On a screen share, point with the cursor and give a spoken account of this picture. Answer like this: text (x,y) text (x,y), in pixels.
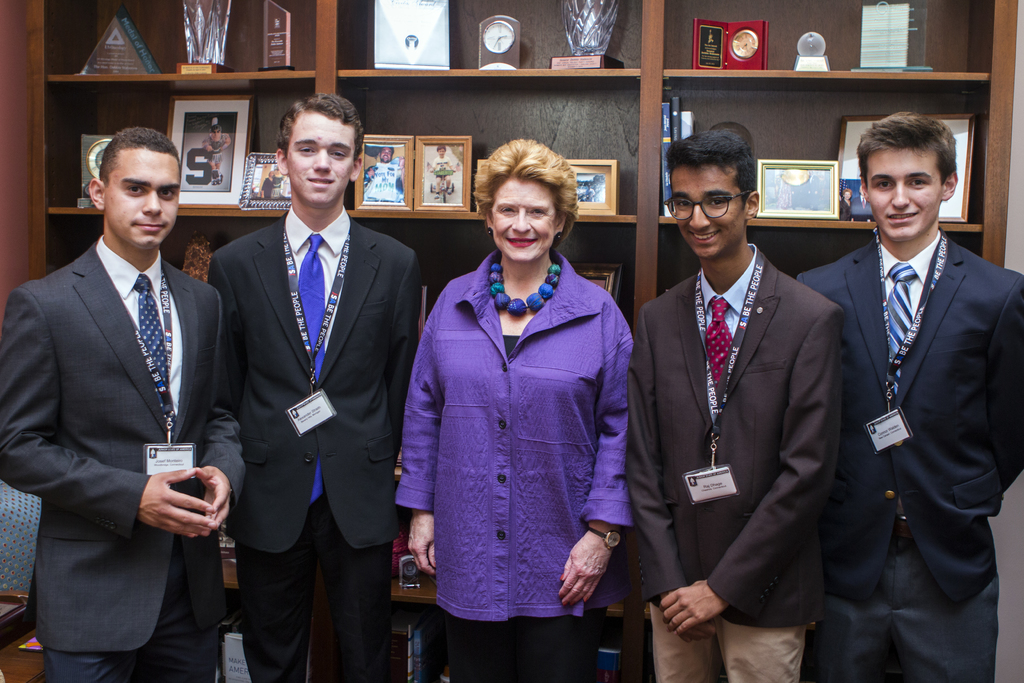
In the background (619,55) we can see a clock (725,45), photo frames (185,116) and few objects (271,6) in the racks (785,79). We can see a woman (557,253) and men (94,269) standing. All men (303,287) wear identity cards (901,354), blazer (830,360), tie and smiling.
